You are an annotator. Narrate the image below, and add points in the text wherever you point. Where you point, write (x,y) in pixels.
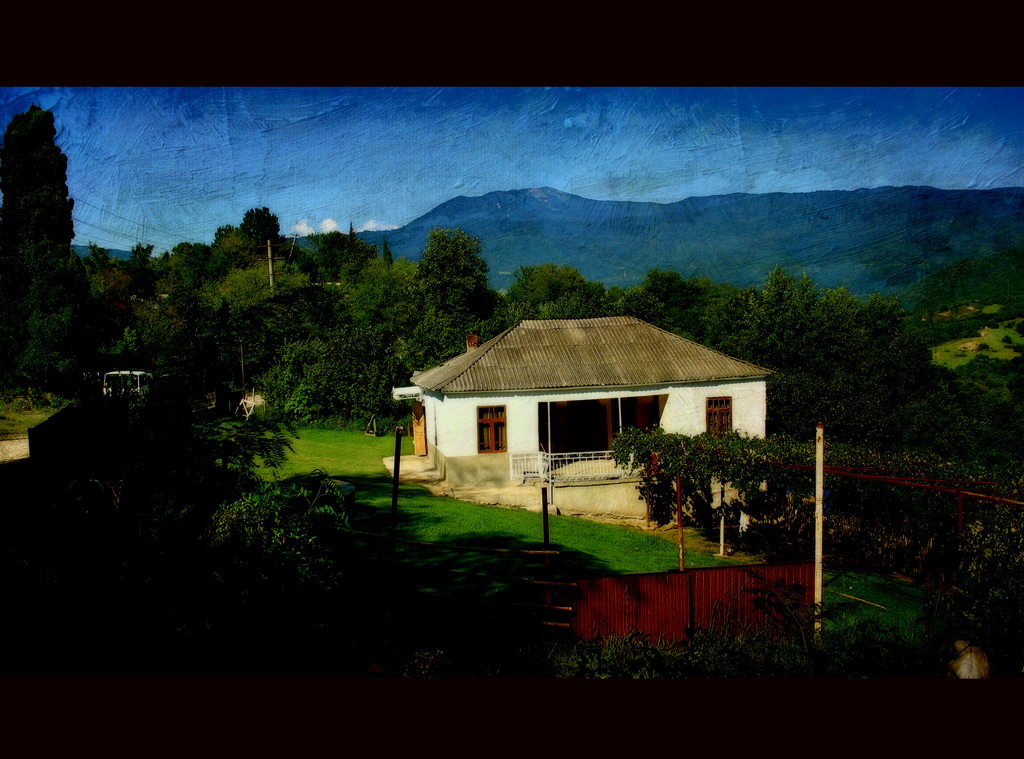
In the image it looks like a painting of a house (513,448), trees (377,330) and in the background (524,214) there are mountains (515,239).
